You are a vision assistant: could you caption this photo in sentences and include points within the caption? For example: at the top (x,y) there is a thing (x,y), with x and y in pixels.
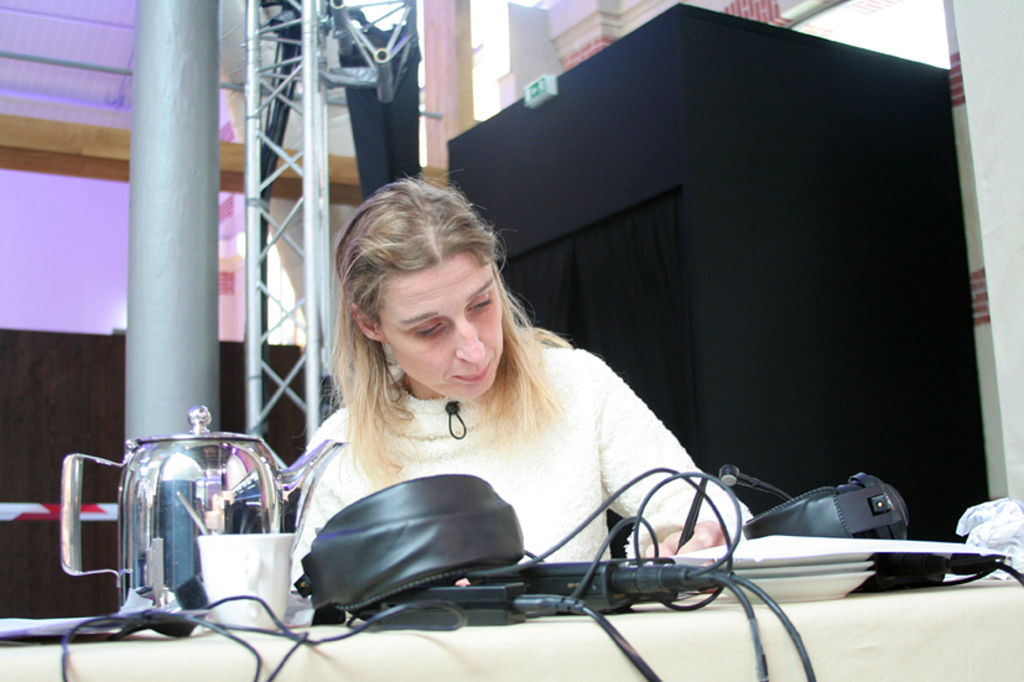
In the image we can see a woman (520,441) sitting she is wearing clothes (542,434) and holding a pen (703,486) in her hand (702,522). There are cable wires (747,617) and a gadget (872,517). This is a cup (234,594), tea pot (228,476), behind her there are other objects (608,166), this is a pole (194,199).
